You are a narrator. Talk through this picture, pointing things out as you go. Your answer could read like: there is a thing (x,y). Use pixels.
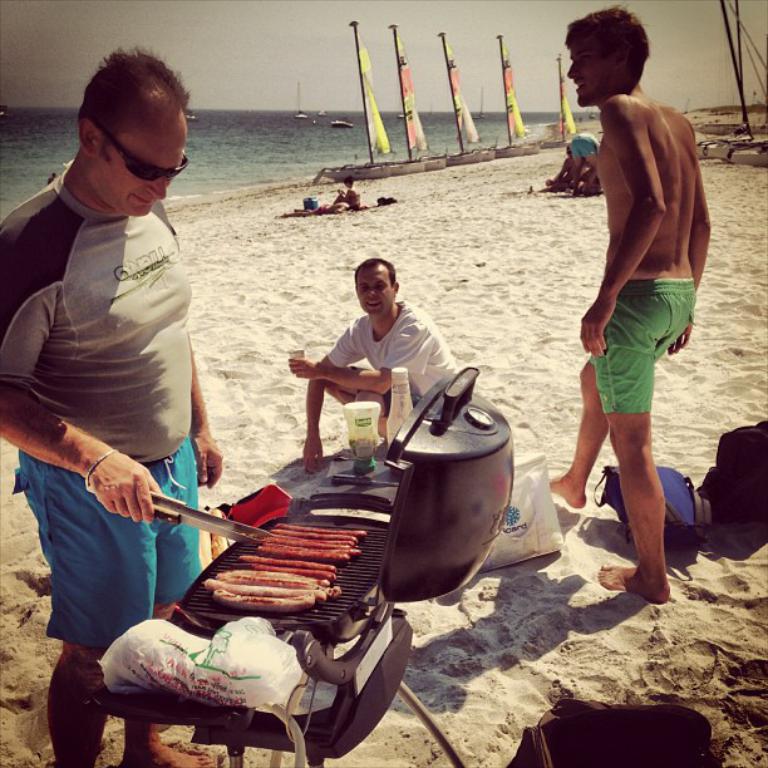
In this image we can see sea shore (397,191). There are few people (83,317). And there is a grill (348,576). On the grill (360,597) there are sausages (274,566). One person (184,493) is wearing goggles (161,170) and holding a knife (171,505). And we can see bottle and bags (541,457). In the back (279,155) there is water (305,134). Also there are sails (415,119). In the background (295,32) there is sky (278,63).
